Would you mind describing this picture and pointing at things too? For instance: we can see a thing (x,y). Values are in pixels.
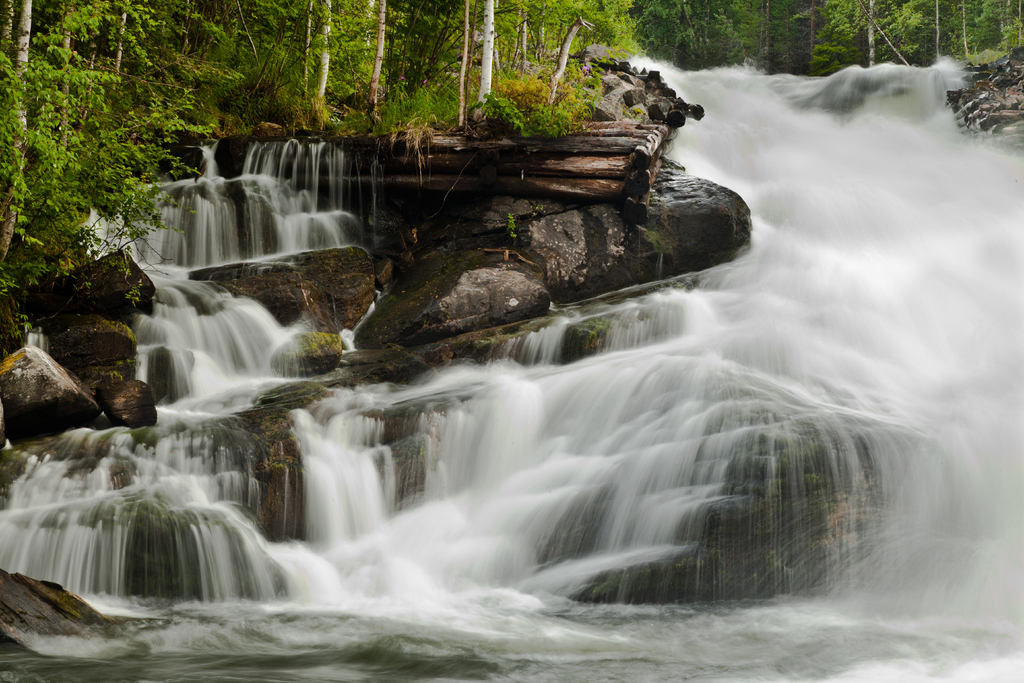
In the picture I can see water falls (646,439) and there are few rocks (110,264) and trees (75,80) in the background (590,50).
